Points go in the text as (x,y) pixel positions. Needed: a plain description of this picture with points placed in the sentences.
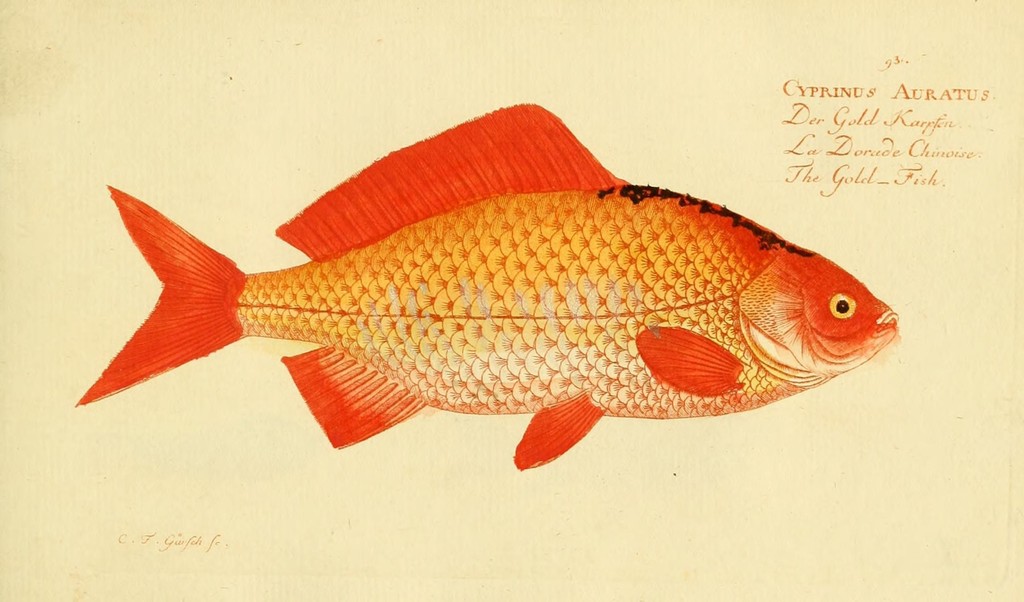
In this image we can see orange color fish drawing (511,352) and some text (859,127) on paper (434,45).
